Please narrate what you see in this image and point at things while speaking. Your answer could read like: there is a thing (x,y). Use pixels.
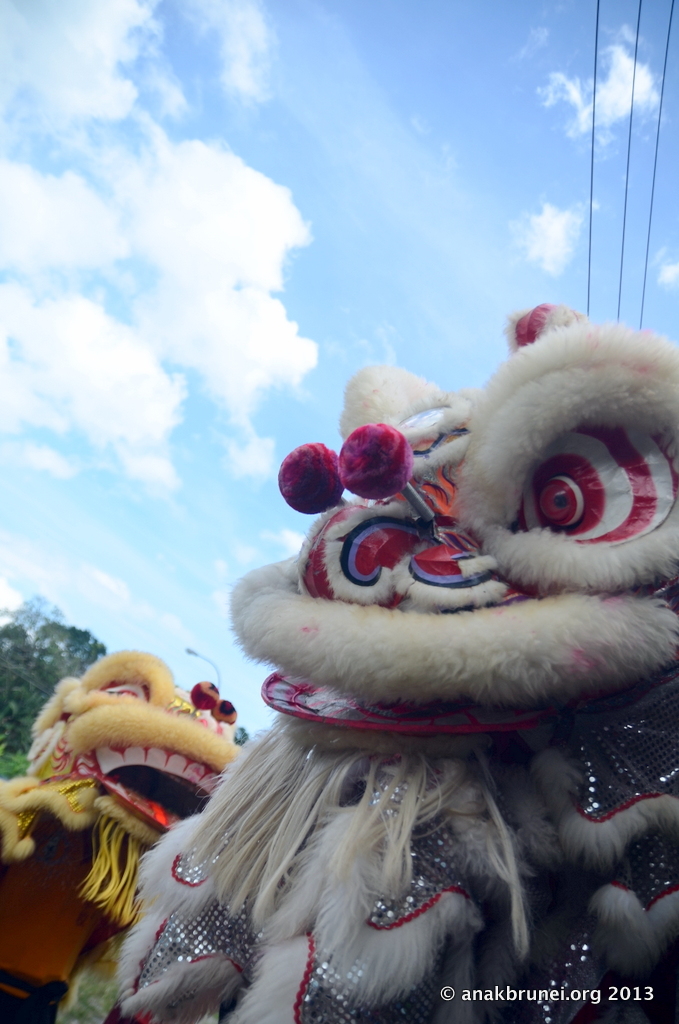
In this picture we can see mascots (107,831) and wires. In the background of the image (662,205) we can see leaves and sky (662,205) with clouds (218,296).
